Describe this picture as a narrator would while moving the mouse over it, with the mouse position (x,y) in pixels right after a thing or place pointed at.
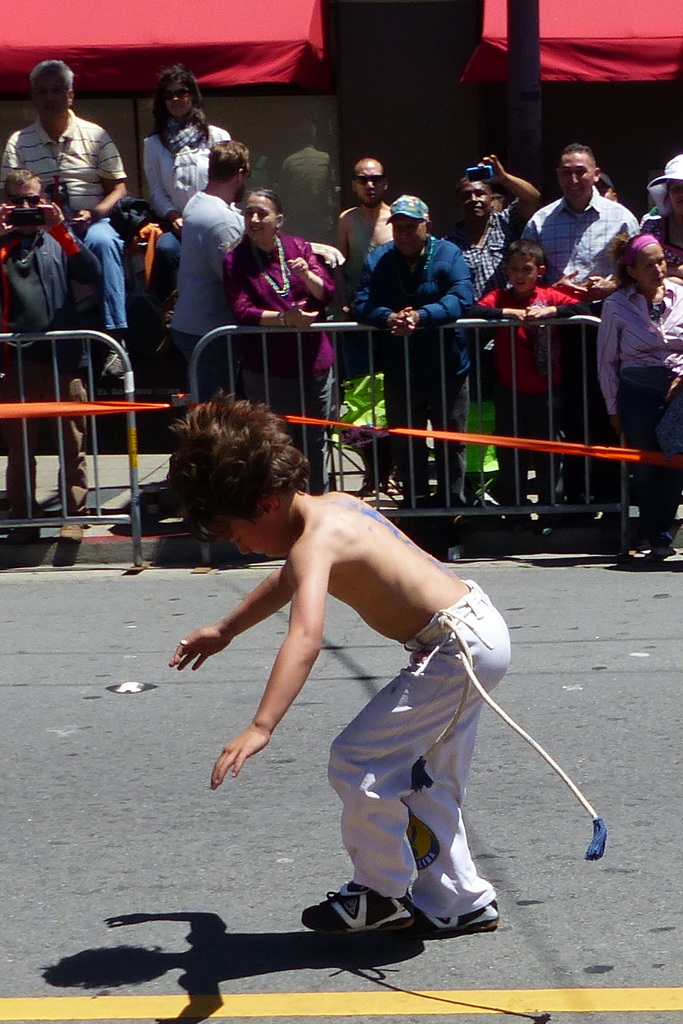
In the picture I can see people (314,476) behind the fence (318,424). These people (394,320) are holding cameras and some other objects (330,250). In front of the image I can see a boy (411,848) is standing and wearing a white color pant (397,742) and shoes (388,908).
